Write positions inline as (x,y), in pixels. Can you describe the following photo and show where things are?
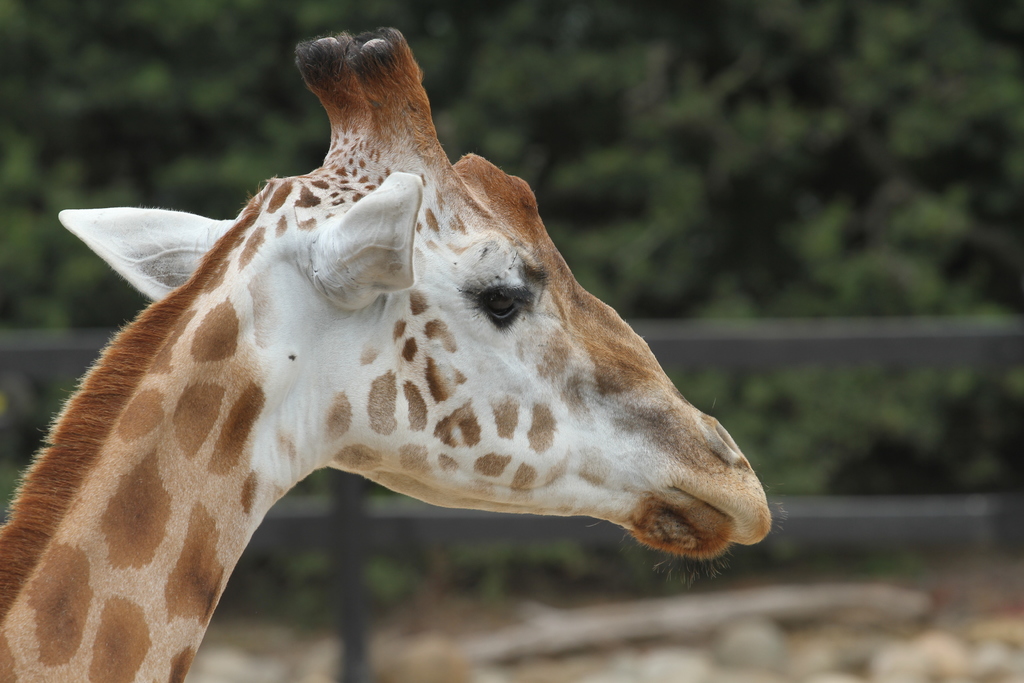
In this image in the foreground (341,371) there is one giraffe (270,417), and in the background (484,118) there are some trees (856,441) and fence (344,522).
